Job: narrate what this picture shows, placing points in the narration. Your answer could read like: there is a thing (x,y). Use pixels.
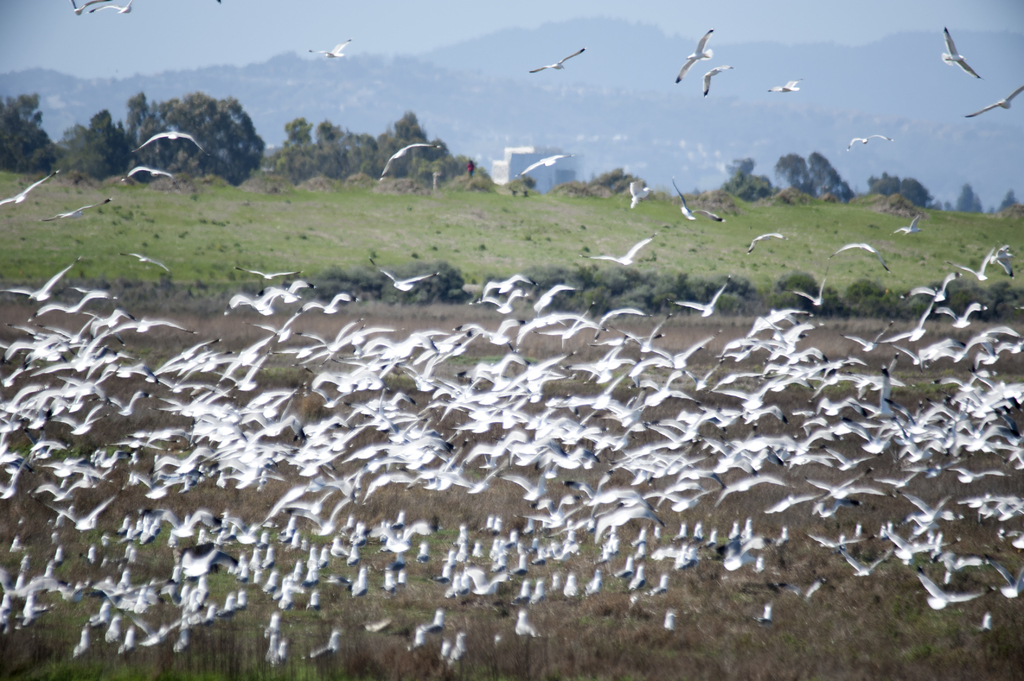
In this picture I can see group of birds (514,442) are flying in the air (254,39). In the background (407,255) I can see trees (346,170), grass (457,208), hills (510,114) and sky (292,39).
